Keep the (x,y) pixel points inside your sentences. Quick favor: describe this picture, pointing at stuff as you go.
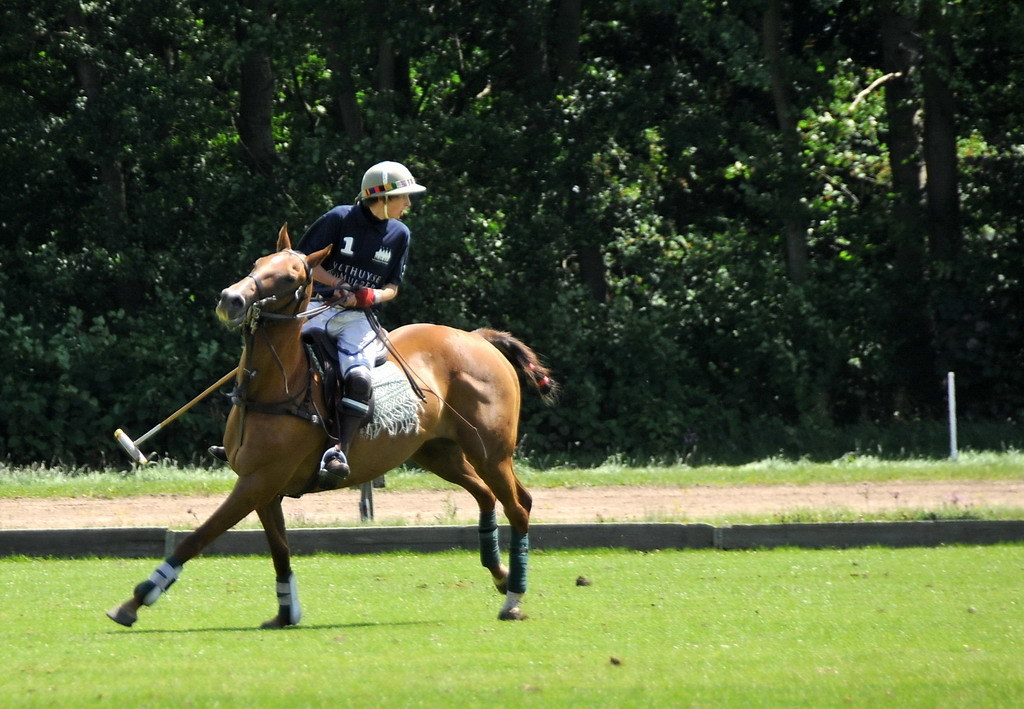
In this image there is a person (368,286) riding the horse (325,426) and playing the polo game. In the background (293,188) there are trees (429,186). At the bottom (557,604) there is grass (696,616) on the ground (528,632).
